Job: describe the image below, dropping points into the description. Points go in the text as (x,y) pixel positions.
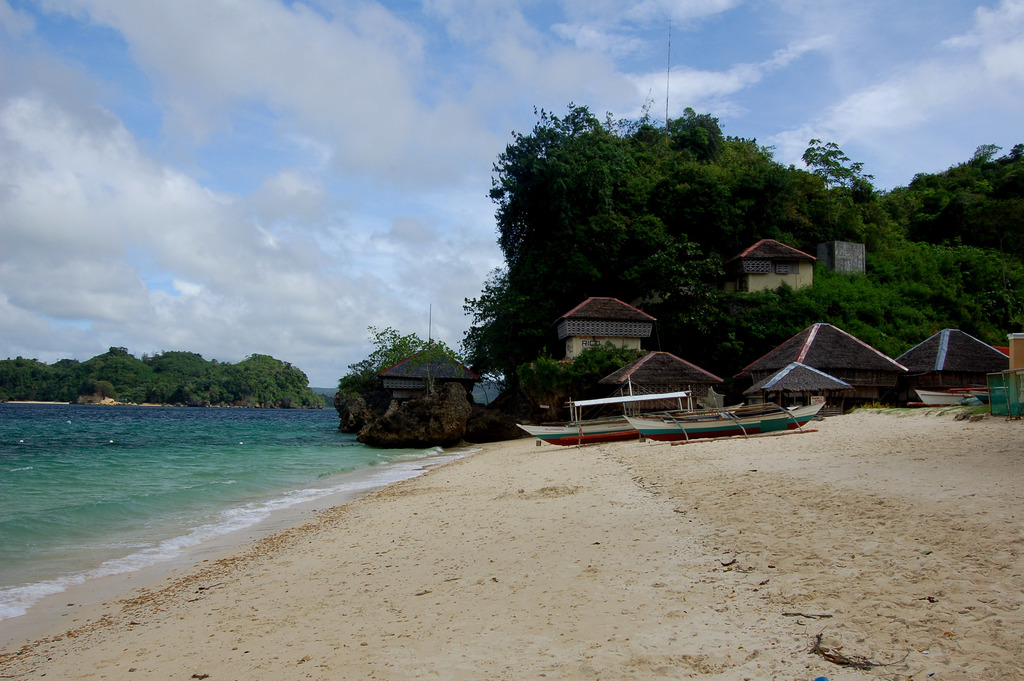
In this image on the left side (144,474) there is water (119,475) and there are trees (163,373). In the center (667,403) there are huts (755,386), trees (686,354) and the sky (458,261) is cloudy.
